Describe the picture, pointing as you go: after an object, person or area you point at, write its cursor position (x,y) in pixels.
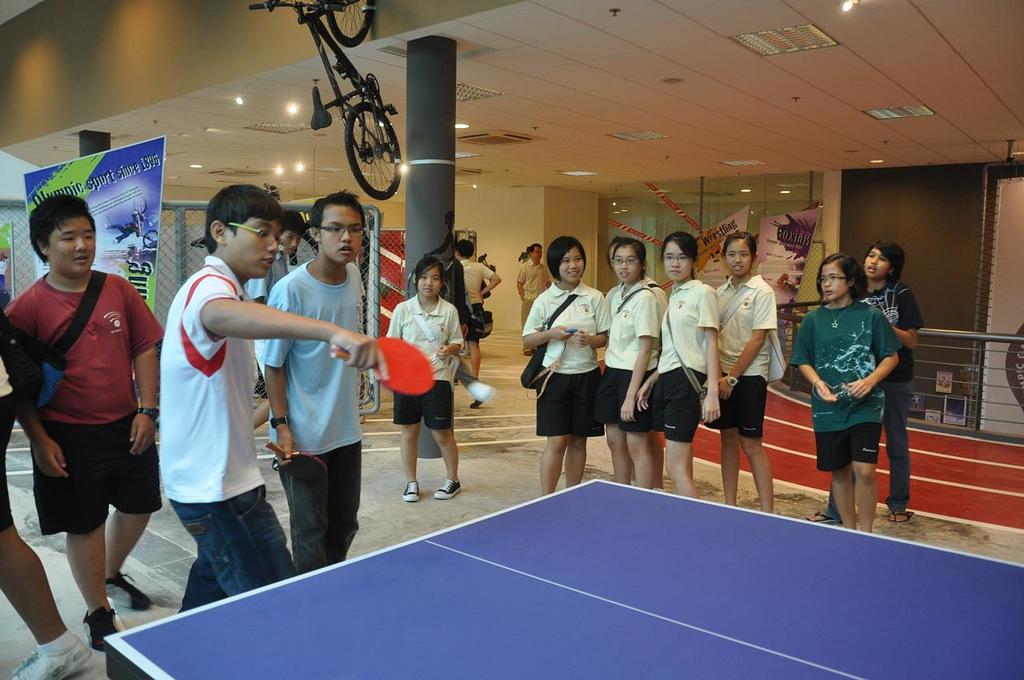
The given image describes about group of peoples (359,295), in the left side of the image (255,352) a boy (292,324) is playing table tennis and some peoples (722,310) are watching the game the boy (190,344) is holding a bat (393,354). In the left side (123,206) we can see some fence (185,253), hoardings (132,221) and on the top (374,106) we can find a bicycle (354,81).
